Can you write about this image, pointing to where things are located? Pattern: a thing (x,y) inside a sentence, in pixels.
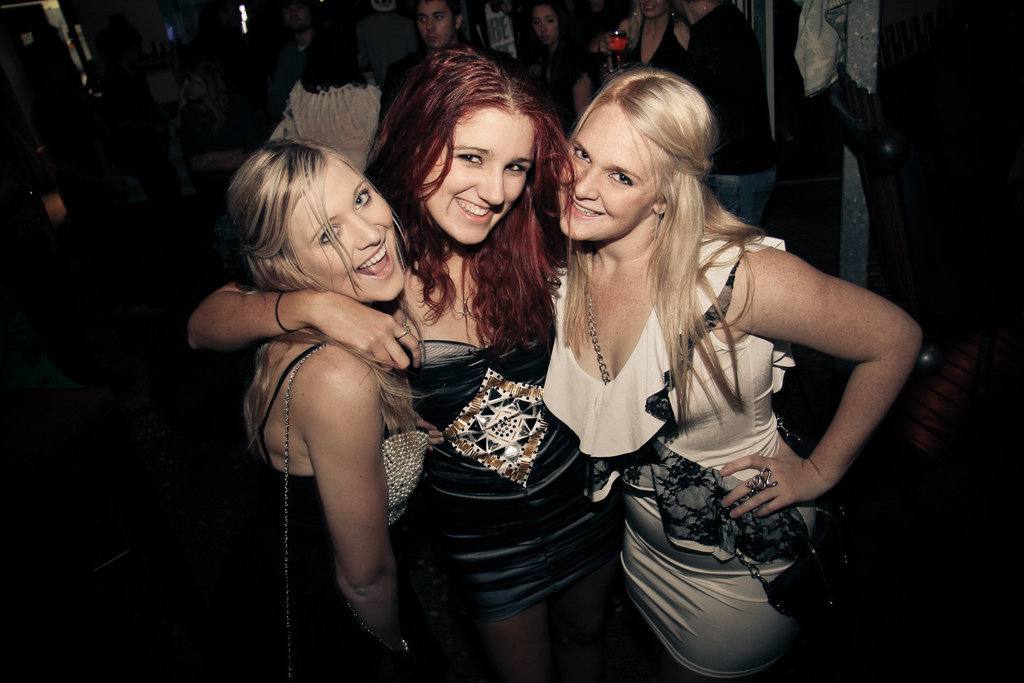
In this image we can see three women (386,362) standing very close to each other. On the backside (106,158) we can see some people (451,31) standing.
